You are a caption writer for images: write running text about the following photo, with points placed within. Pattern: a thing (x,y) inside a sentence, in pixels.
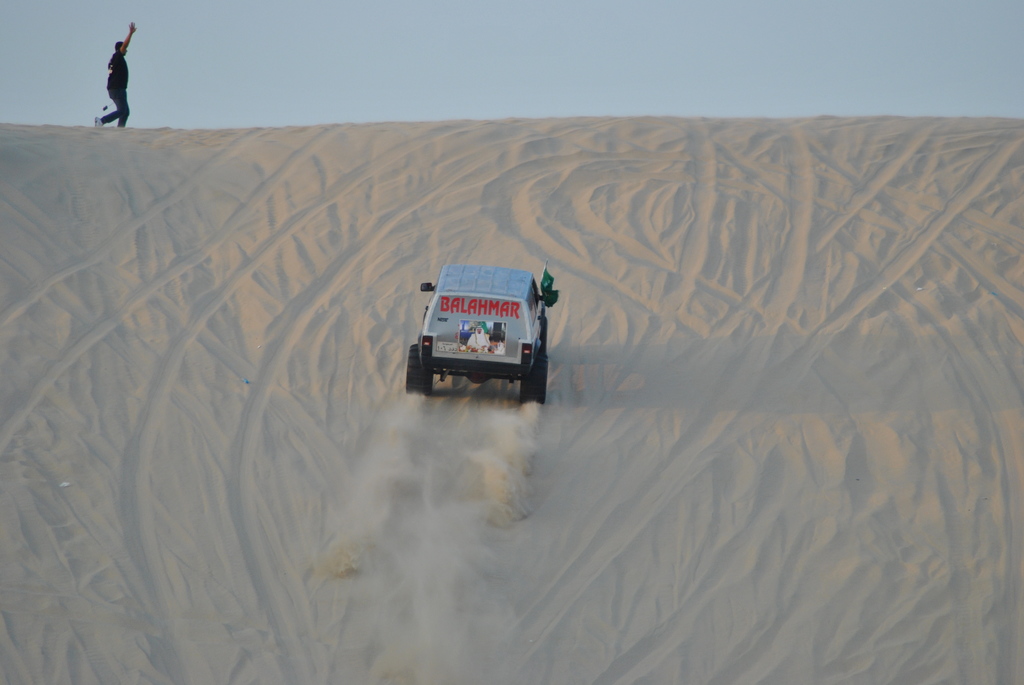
In this image I can see a desert (593,181), on the desert (634,266) I can see a vehicle (493,269) and I can see a person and the sky (428,65).
